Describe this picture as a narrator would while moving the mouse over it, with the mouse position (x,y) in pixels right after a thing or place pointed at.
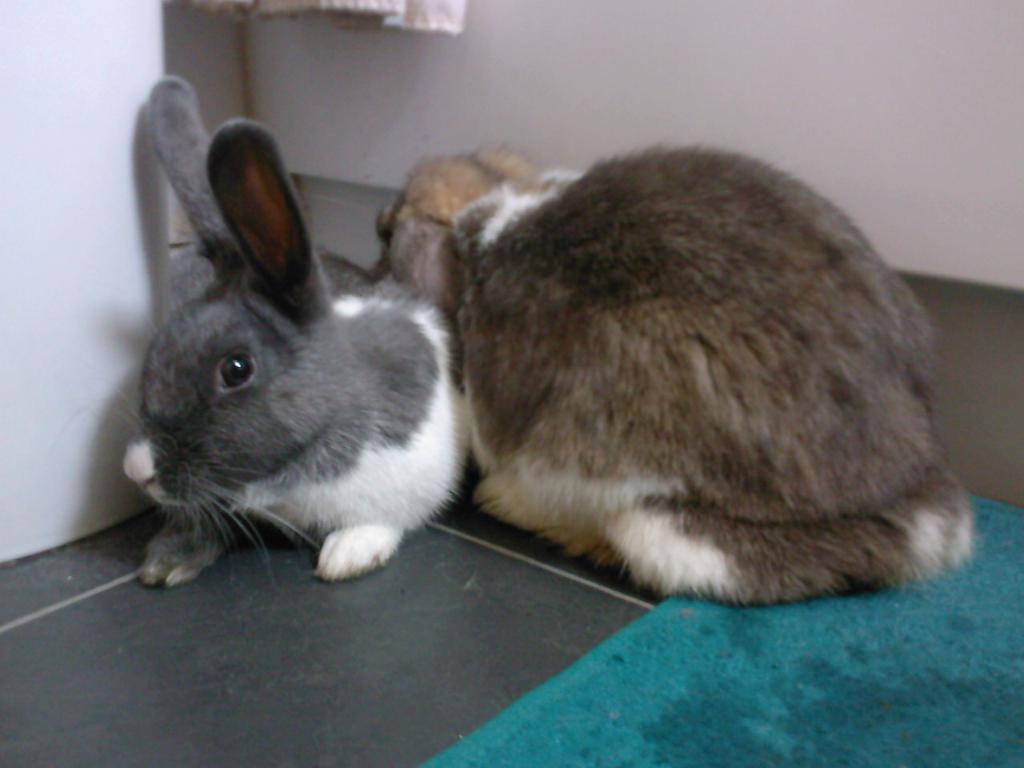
Here in this picture we can see a couple of rabbits (400,427) present on the floor (290,539) over there and on the right side (962,605) we can see floor mat (634,620) present over there.
